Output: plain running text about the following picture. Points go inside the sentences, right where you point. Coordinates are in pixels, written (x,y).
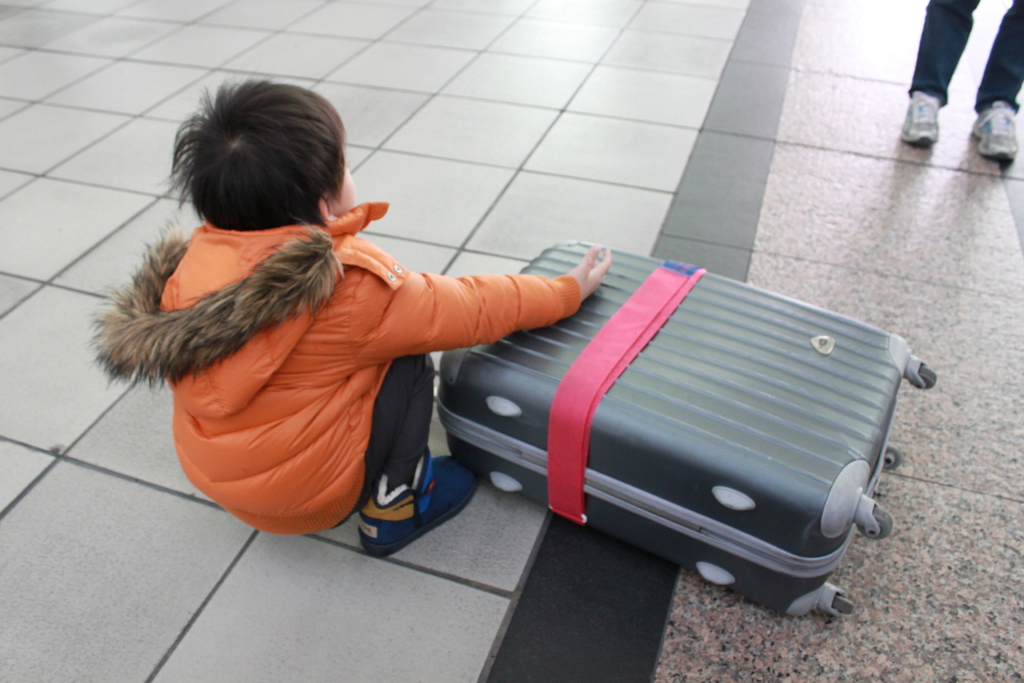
In the image we can see there is a kid (331,293) who is wearing orange colour jacket (347,395) and he is sitting on the floor (453,571) and he is holding a travel suitcase (685,430) which is in ash colour. On the floor (525,109) there are tiles (672,100) which are in white colour and other person (950,79) is standing here.
